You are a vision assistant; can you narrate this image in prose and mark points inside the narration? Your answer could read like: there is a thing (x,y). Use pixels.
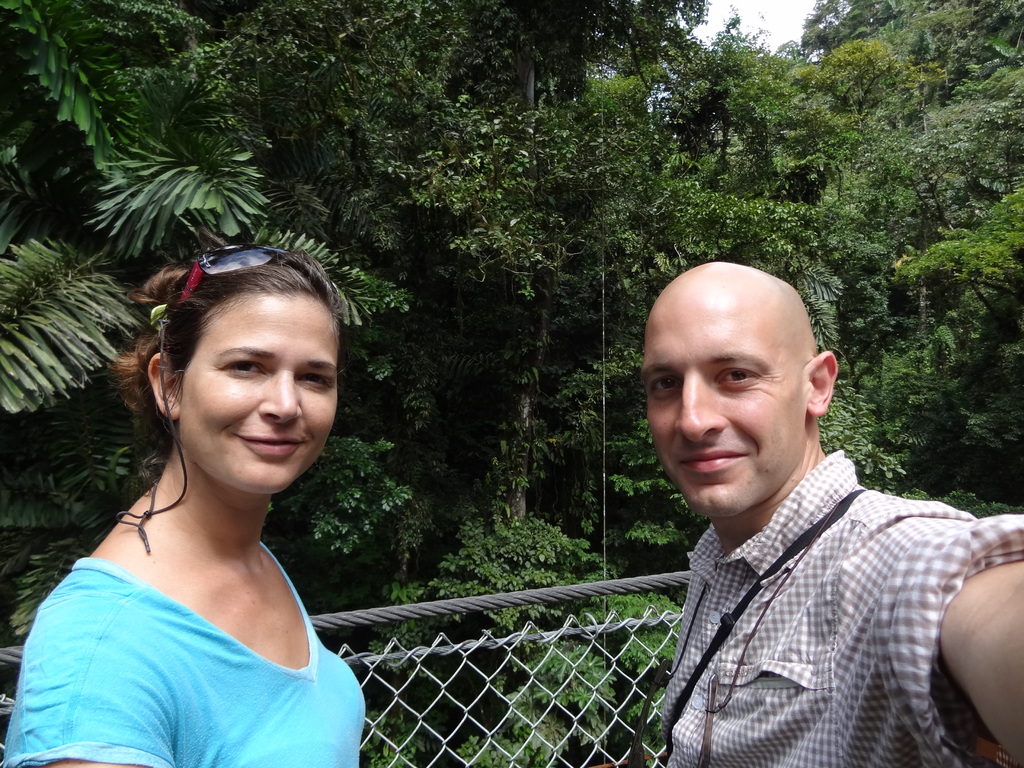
In this image I can see two persons (816,662). There is a fence (544,638), there are trees (556,148) and there is sky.
